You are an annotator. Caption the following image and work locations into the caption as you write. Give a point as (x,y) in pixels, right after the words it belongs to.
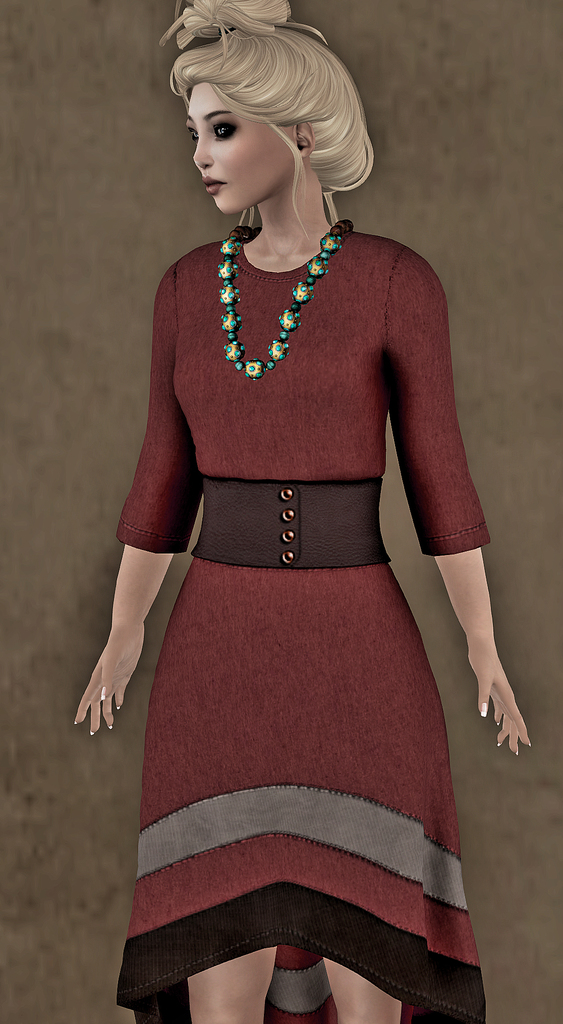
This is an animation picture. In this image there is a woman (277,770) with red dress (323,808) is standing. At the back (23,890) there is a brown color background (109,245).
